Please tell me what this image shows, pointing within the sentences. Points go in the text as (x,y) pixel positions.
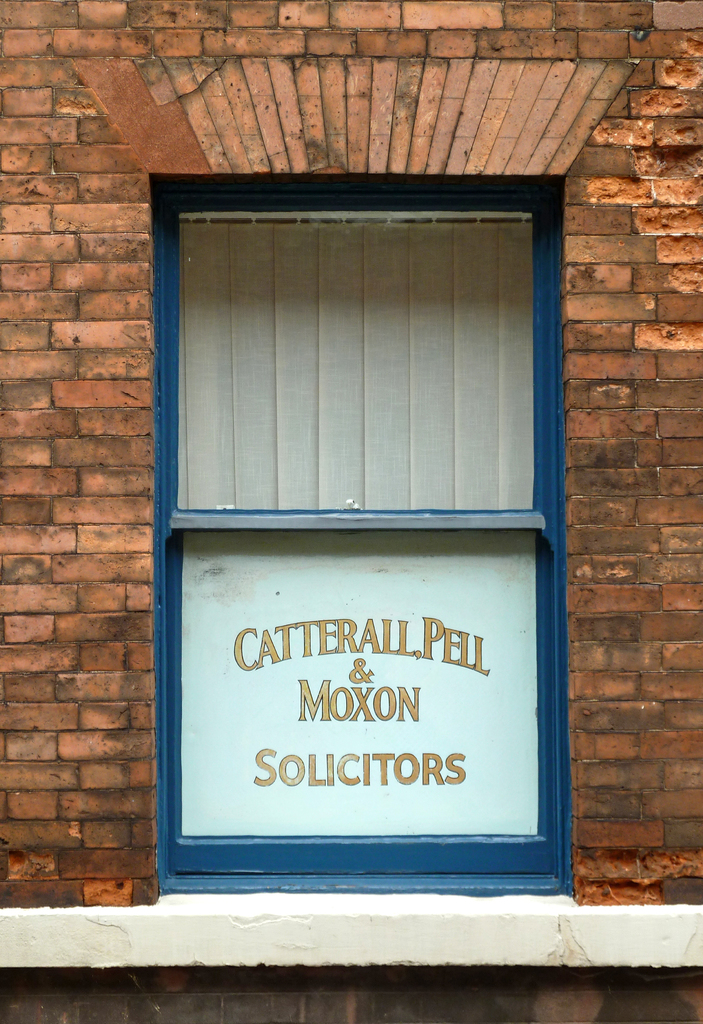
In this image I can see a wall (575,8) with red color bricks (579,270) and a window (448,583) with glass (253,295) and blue color wooden frame work (312,521). I can see a paper (334,532) or board (402,662) at the bottom of the window (422,871) with some text (420,698).
